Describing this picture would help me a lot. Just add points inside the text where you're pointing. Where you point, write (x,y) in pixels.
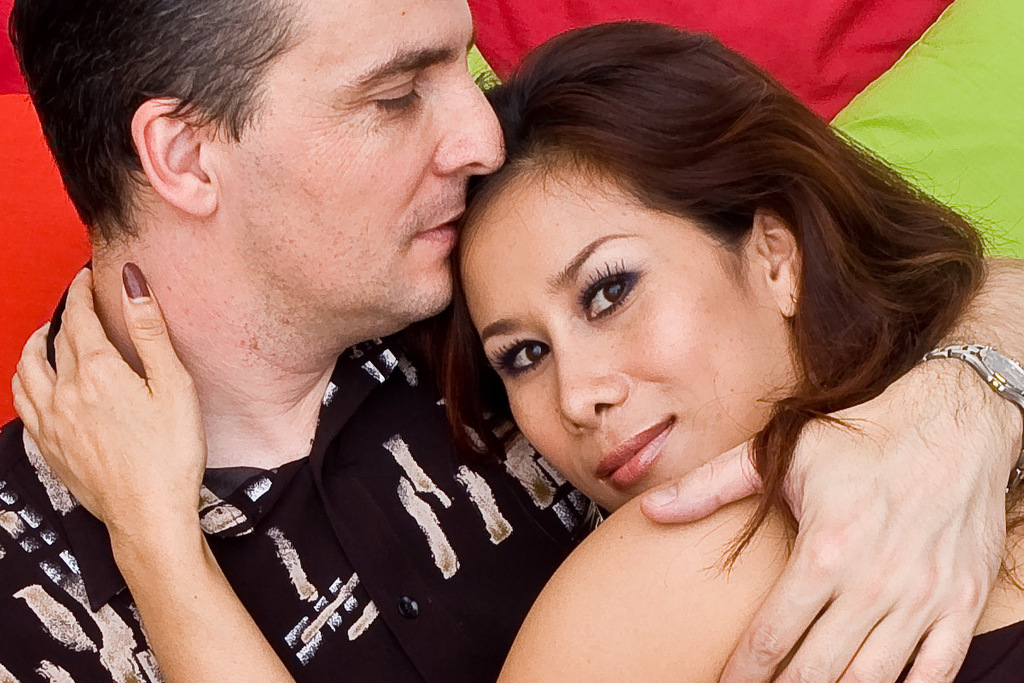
In this image I can see a person (302,274) wearing black shirt (346,501) and a woman (642,486) wearing black colored dress (1022,656). I can see the man (941,373) is wearing a watch (990,385). In the background (954,116) I can see green, red and orange colored surface (875,114).
